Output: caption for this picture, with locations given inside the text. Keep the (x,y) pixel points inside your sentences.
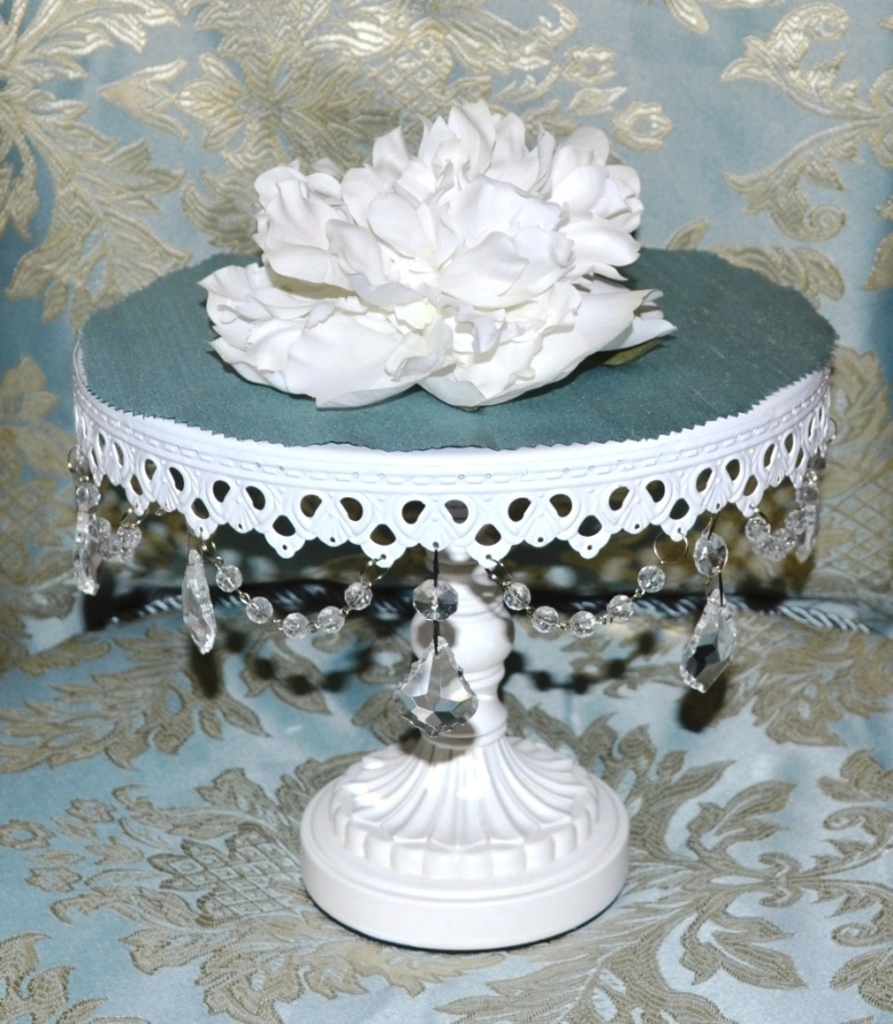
In this image I see a green and white color thing (512,428) on this couch (212,51) and I see that the couch (54,57) is of grey and blue in color and I see designs (268,22) on it.
